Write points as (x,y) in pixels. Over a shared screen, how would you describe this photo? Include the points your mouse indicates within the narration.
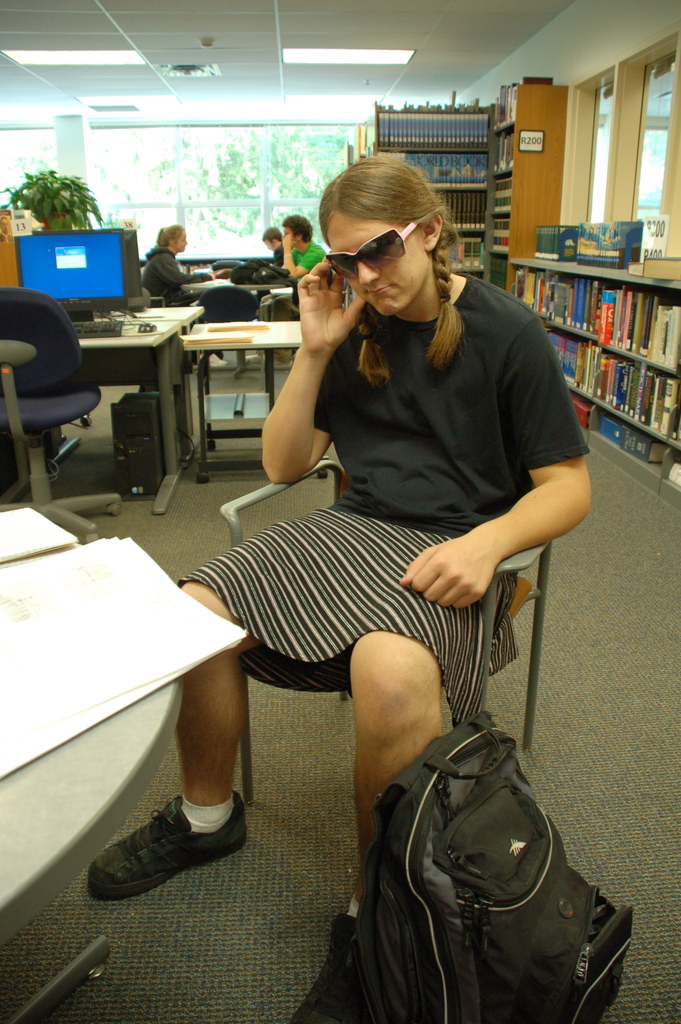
In this image there is a woman (447,565) sitting on a chair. She is wearing goggles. Beside her there is a bag (452,846). Before her there is a table (20,832) having few papers (99,683) on it. Left side (9,310) there is a chair (94,406). Before it there are few tables (101,358) having monitors (99,282) and a plant (47,219). Behind the tables (156,333) there are few persons (204,278) sitting. Before them there is a table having a bag (238,274) on it. Right side (677,381) there are few racks (640,362) having books (442,159) in it. Background (214,253) there is a glass wall (9,171), from which few trees (252,192) are visible. Top of the image (409,58) few lights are attached to the roof (266,81).
